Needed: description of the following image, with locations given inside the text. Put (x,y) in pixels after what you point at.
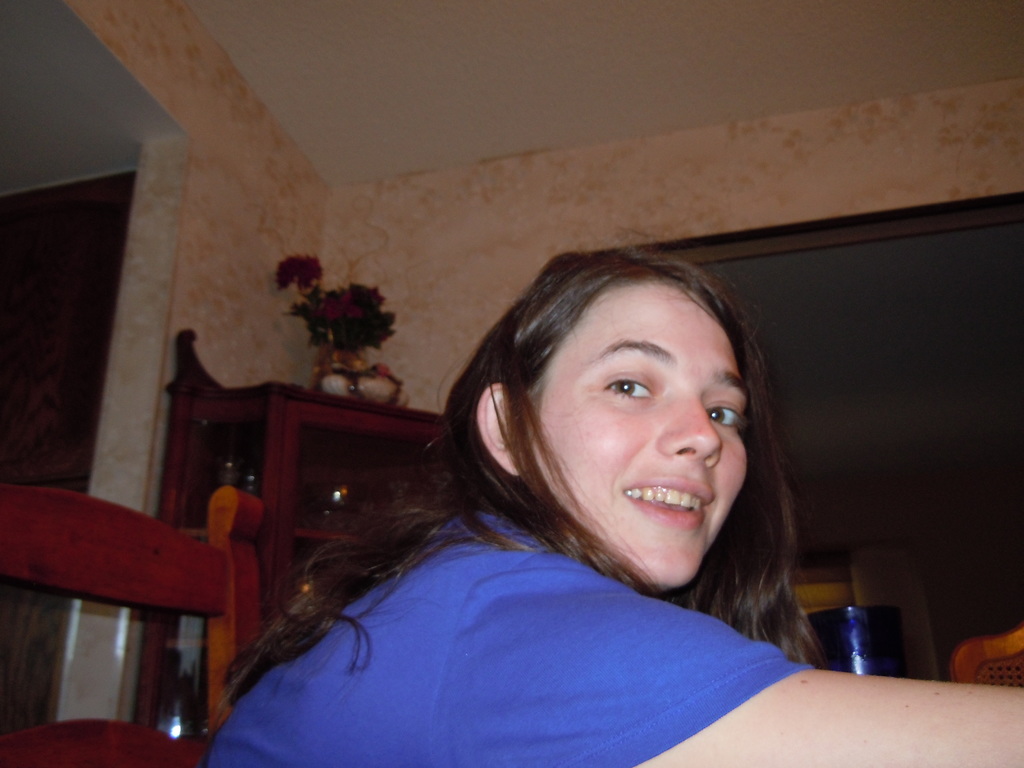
In the given image we can see a women (632,659) who is looking at a camera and smiling. This is a chair (104,566). This is a flower showpiece (338,323).
